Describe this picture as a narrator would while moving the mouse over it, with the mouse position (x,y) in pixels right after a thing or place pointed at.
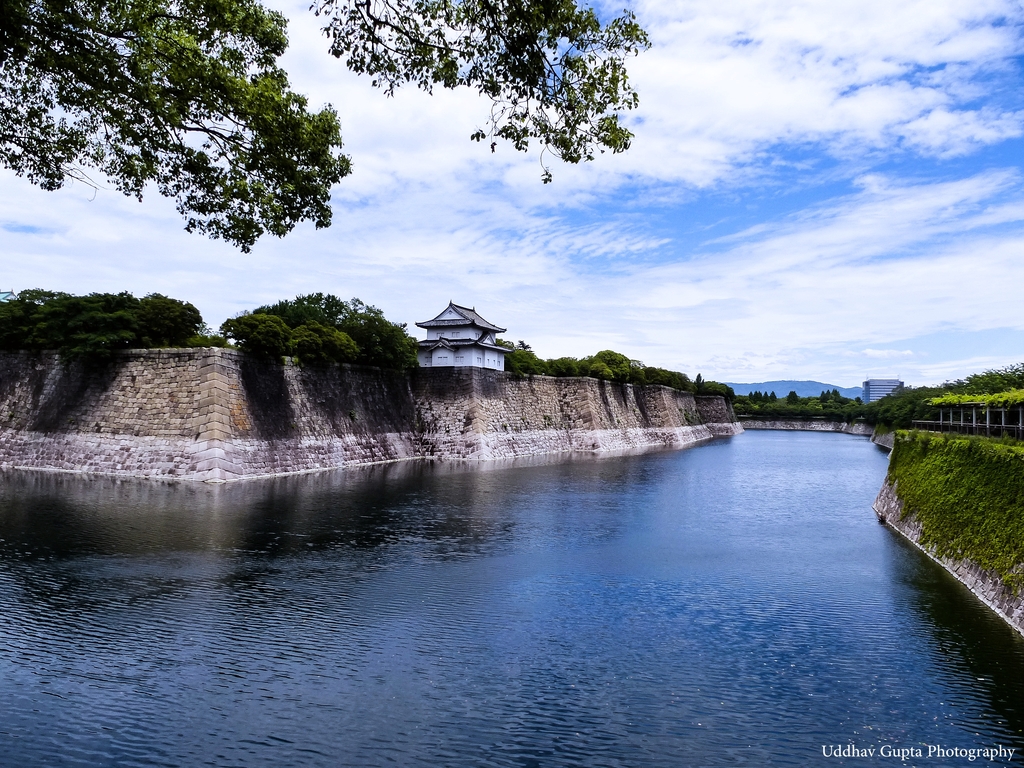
In this image in the center (608,505) there is water (605,579). In the background (351,431) there is wall (416,424) and there are trees (552,360) and there is a house (490,367). On the right side (934,449) there are plants (963,448) and there is a building (871,396) and there are mountains (780,385) in the background (814,394) and the sky (736,198) is cloudy. On the top left (279,111) there are leaves (517,59).
